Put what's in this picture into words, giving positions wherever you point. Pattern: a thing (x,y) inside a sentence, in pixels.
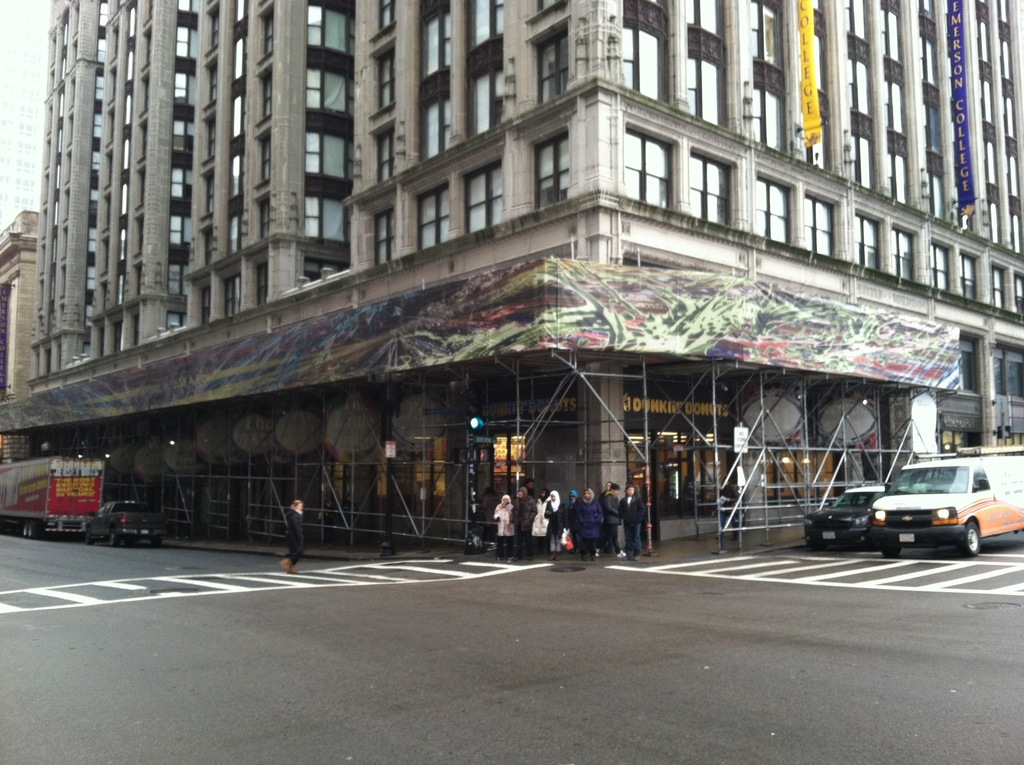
This is a building (561,175) with the windows (637,163), there are vehicles (885,493) on the road (678,662), where people (565,527) are standing.
